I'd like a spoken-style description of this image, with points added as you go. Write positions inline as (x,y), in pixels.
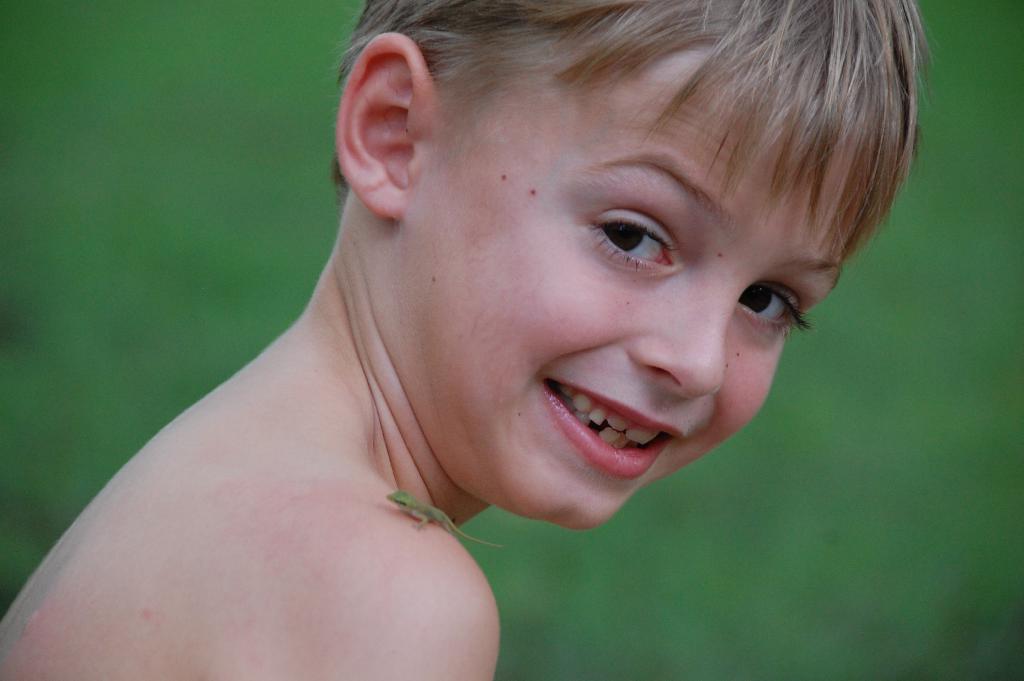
In this picture there is a boy (541,225) and there it looks like a lizard (423,512) on his right shoulder (381,607). At the back (163,266) the image is blurry.
